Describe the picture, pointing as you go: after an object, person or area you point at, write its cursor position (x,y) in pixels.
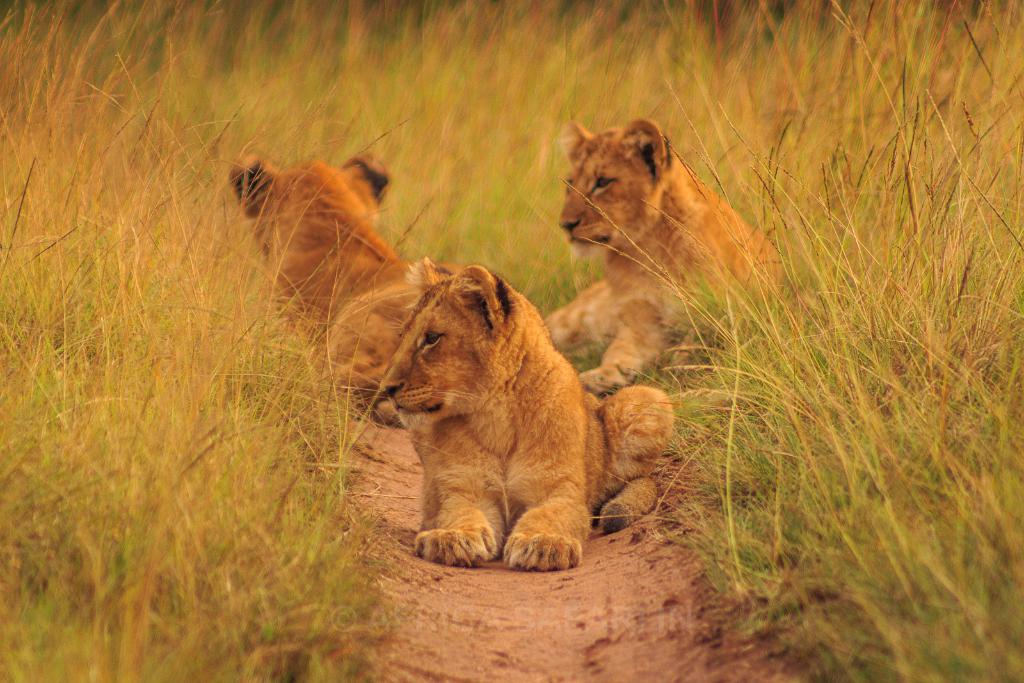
In this picture I can see there are three cubs (609,321) sitting on the soil (558,598) and there is grass (145,211) around them.
